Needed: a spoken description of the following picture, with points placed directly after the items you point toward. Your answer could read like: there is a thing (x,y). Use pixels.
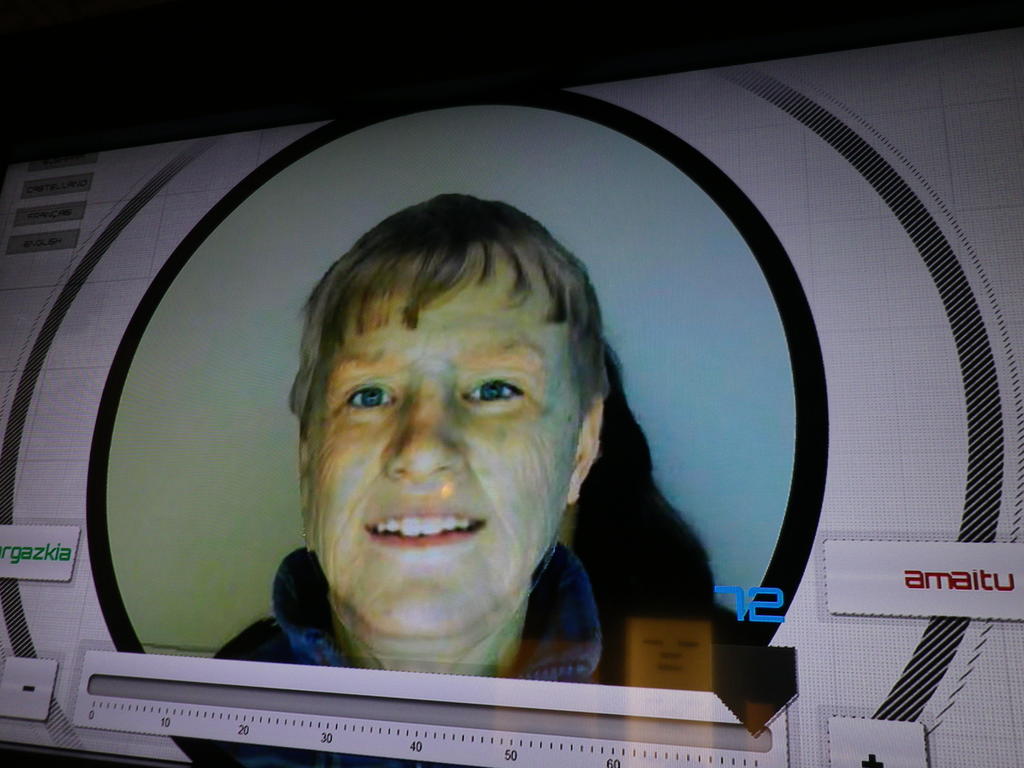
There is a screen (426,457) in which, there is a person's image (601,400). And the background (73,32) is dark in color.
